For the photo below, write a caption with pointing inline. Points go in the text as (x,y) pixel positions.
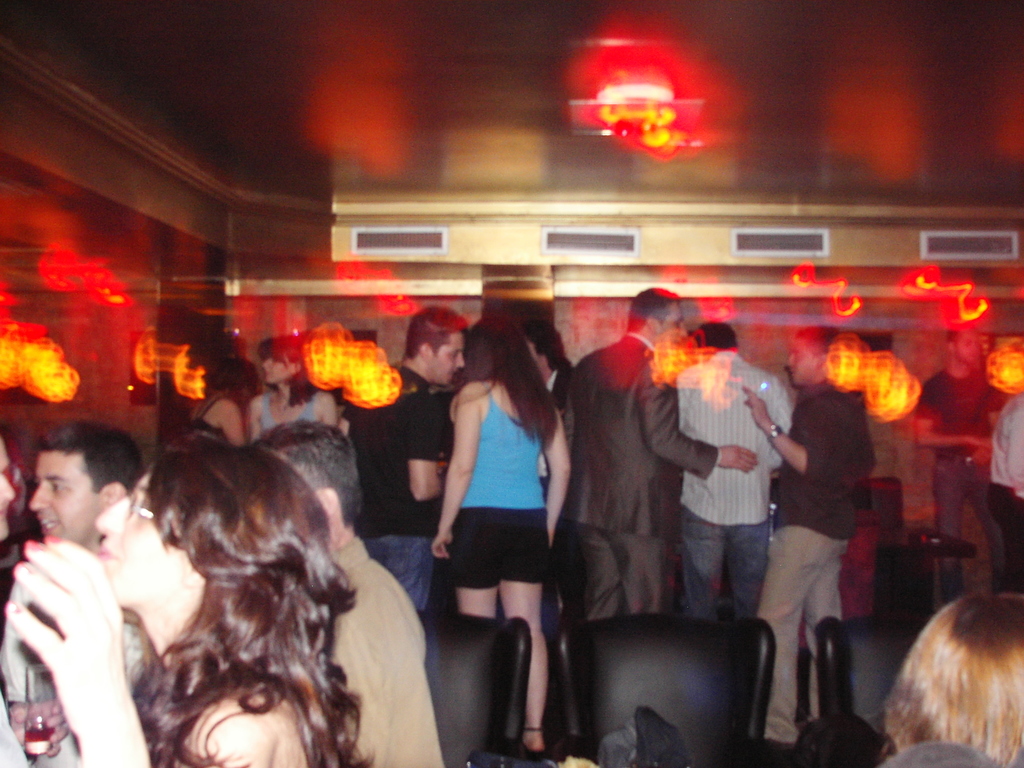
In this image we can see chairs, people (643,499) and some other objects (618,255).
